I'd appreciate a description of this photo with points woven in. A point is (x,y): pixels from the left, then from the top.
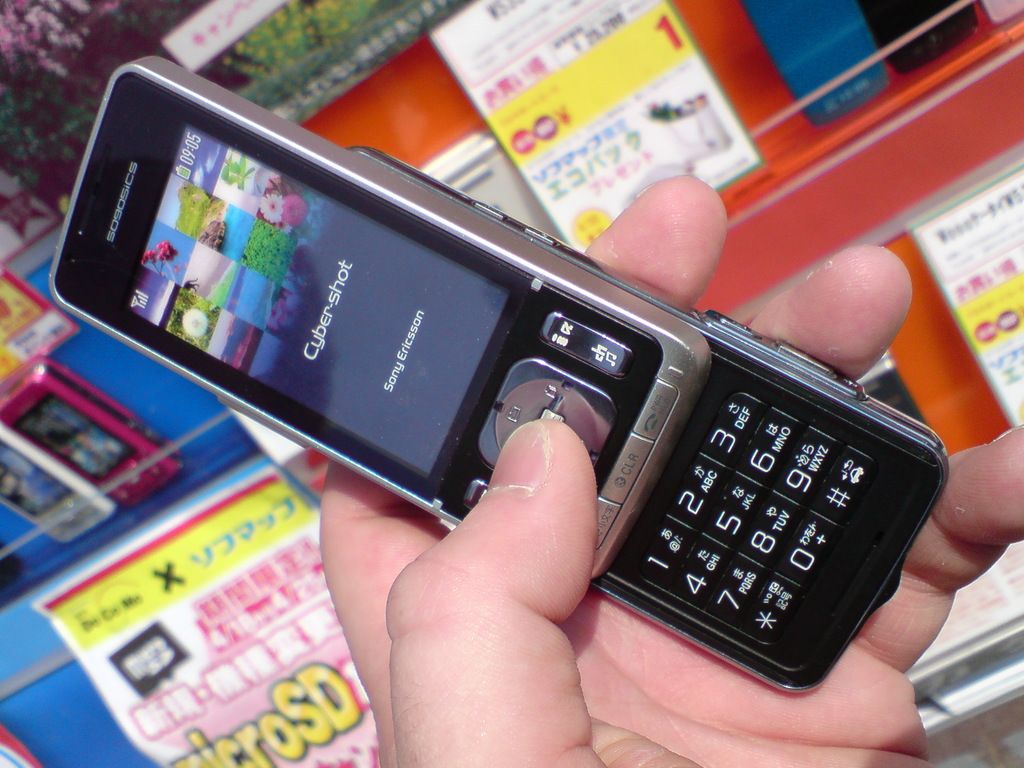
In this image there is a hand (467,657) of a person (505,645) holding a mobile phone (455,424). There is text (333,299) displayed on the screen (315,292) of the mobile phone (376,320). In the background (103,549) there are mobile phones (77,432), posters (193,541) and boards (665,63) in the rack (426,43). There is text (270,652) on the posters (551,138).
